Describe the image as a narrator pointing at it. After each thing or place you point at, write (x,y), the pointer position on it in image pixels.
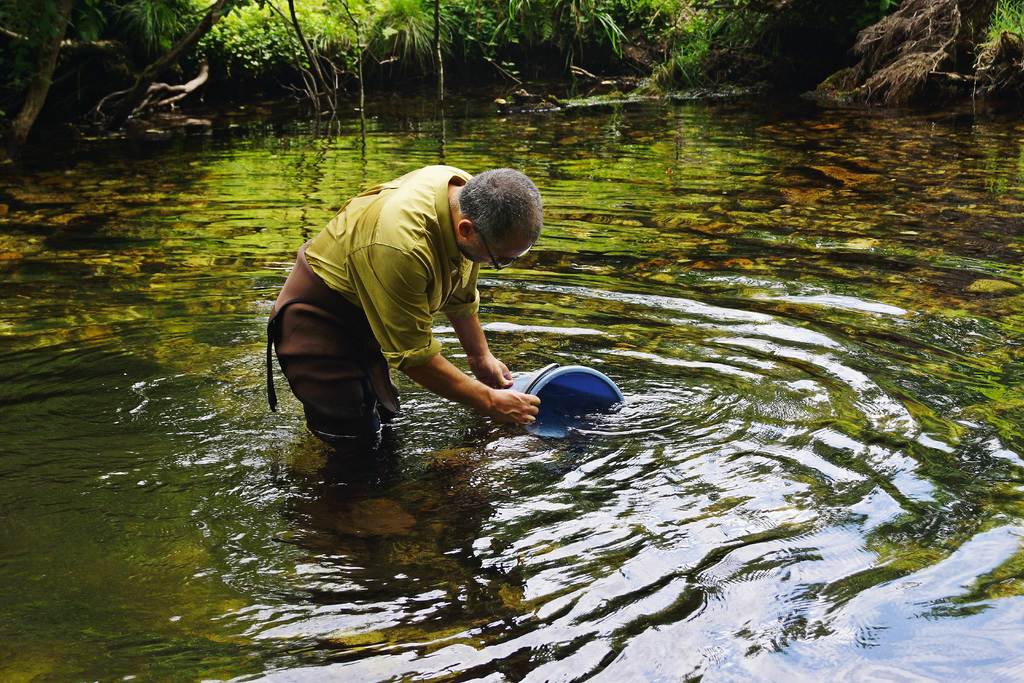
In the picture I can see a man (469,302) in the water (520,359) and he is holding a blue color bucket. I can see the trees (97,10) on the side of the lake (210,116) at the top of the picture (62,15).
